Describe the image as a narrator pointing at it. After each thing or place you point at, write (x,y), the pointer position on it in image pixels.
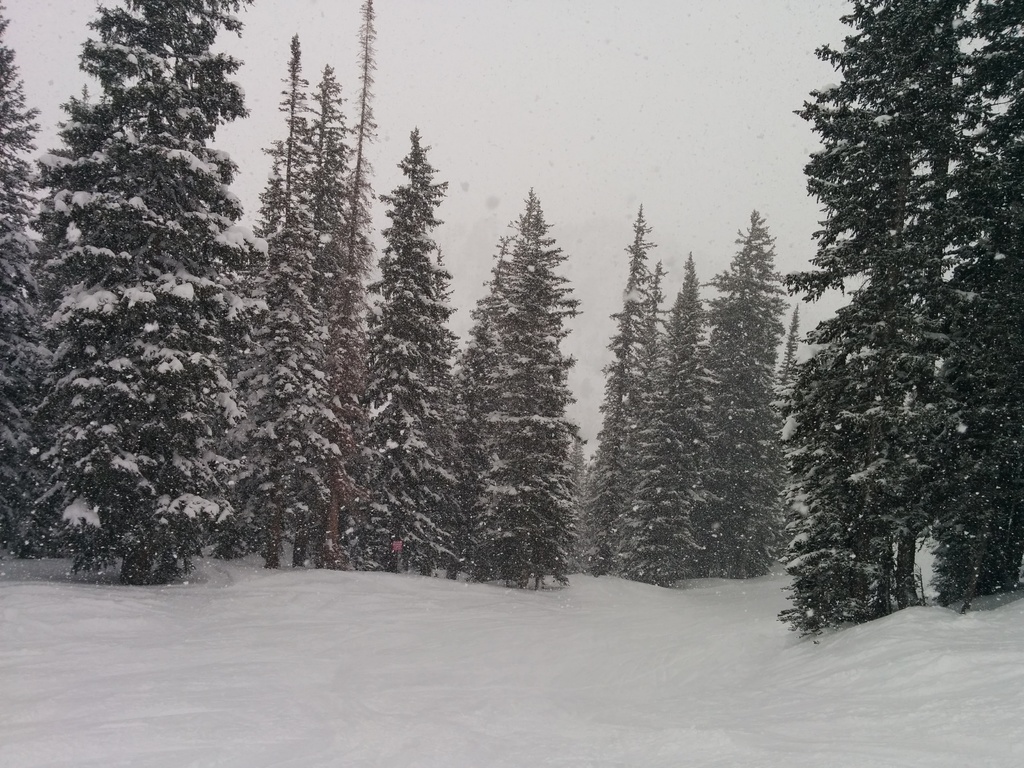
This picture is clicked outside the city. In the foreground (322,653) we can see there is a lot of snow (811,645). In the center (396,432) there are some trees (627,388). In the background (614,133) there is a sky (557,88).
